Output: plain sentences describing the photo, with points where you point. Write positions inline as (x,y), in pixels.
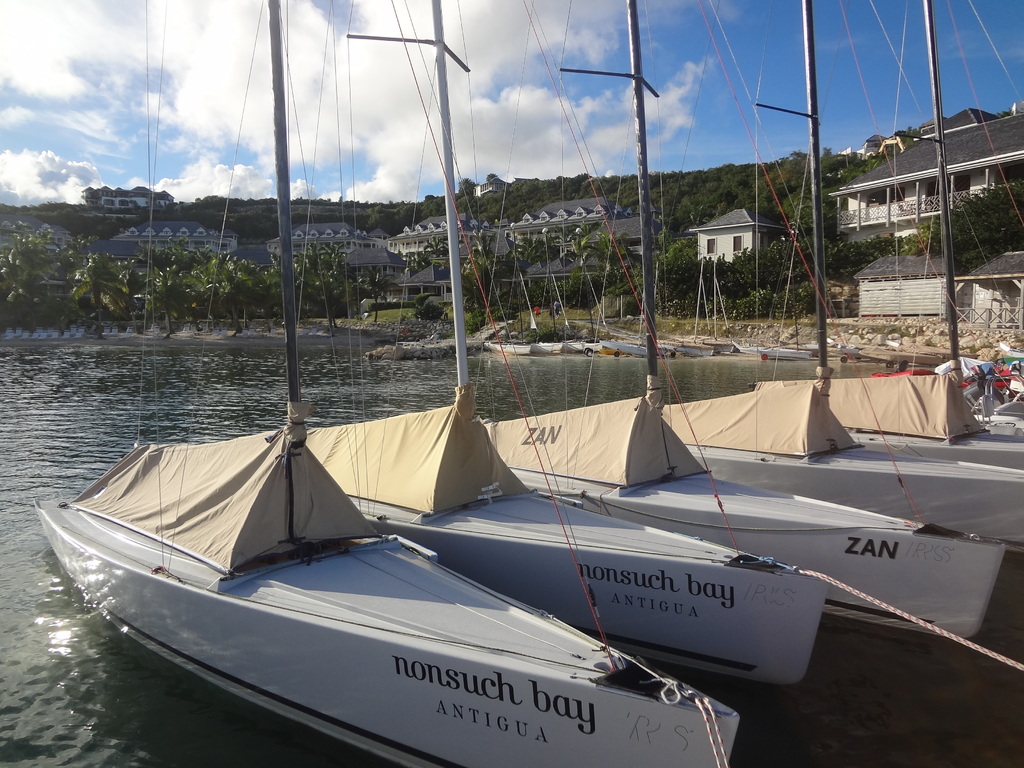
In this picture I can see there are few boats (590,504) moored in the water (541,403) and there are plants (192,301), trees (163,279) and buildings (630,220) in the backdrop (542,289). There is a mountain (219,203) and the sky (589,162) is cloudy.
